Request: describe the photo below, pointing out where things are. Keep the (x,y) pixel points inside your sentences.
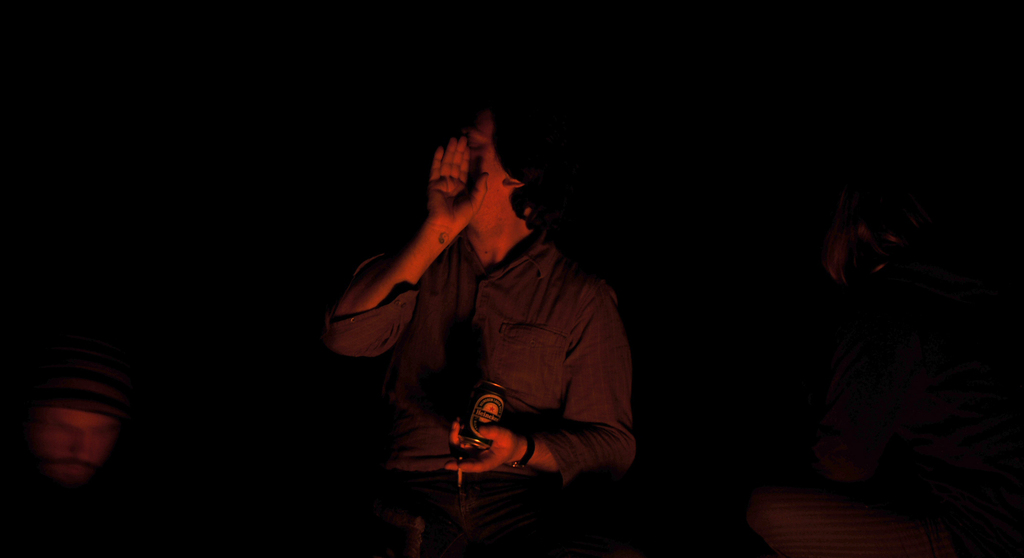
As we can see in the image there is a man (513,318) holding can (492,402). The image is little dark.
